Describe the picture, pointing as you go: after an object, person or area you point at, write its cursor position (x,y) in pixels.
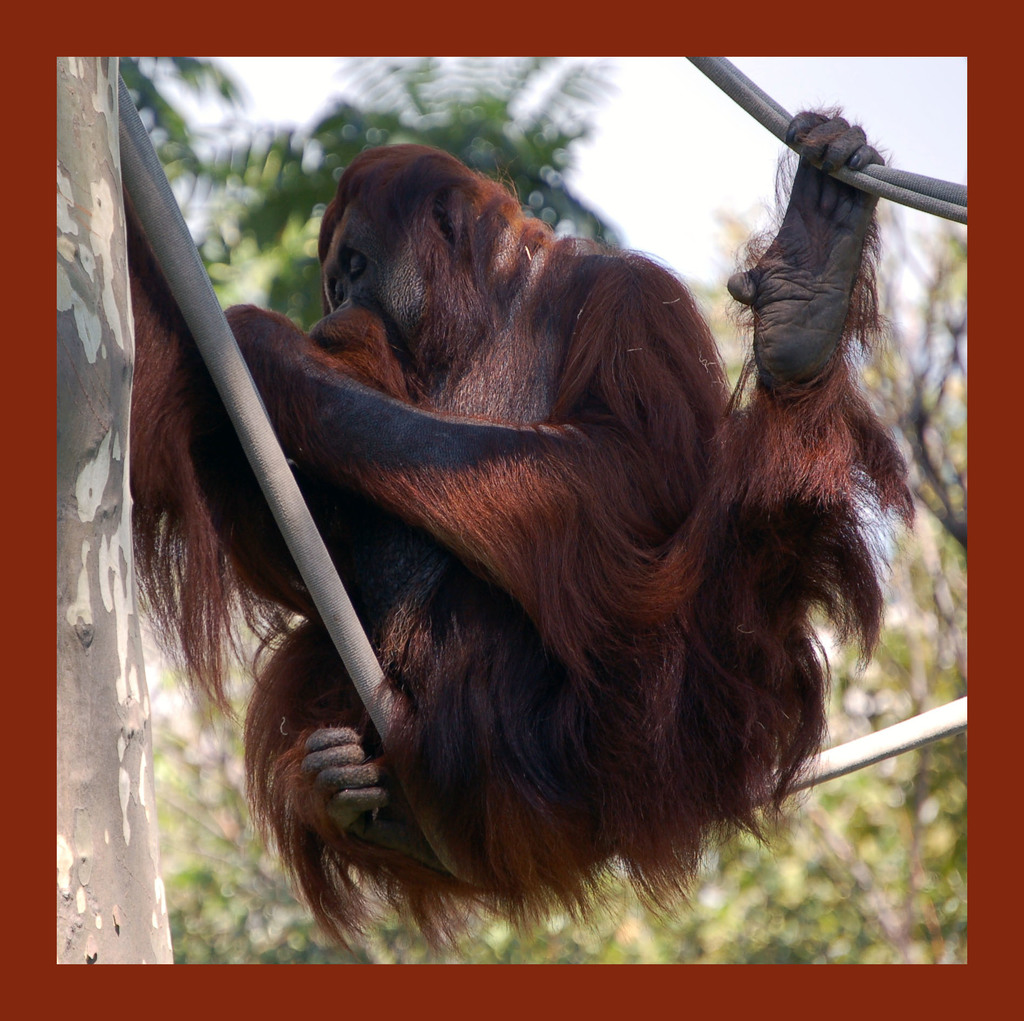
In this image, we can see orangutan (672,693) on the ropes (312,539). Here we can see a tree trunk (84,671). Background (206,227) there is a blur view. Here we can see so many trees (498,148), plants (484,148) and sky (665,169). The borders of the image, we can see maroon color.
